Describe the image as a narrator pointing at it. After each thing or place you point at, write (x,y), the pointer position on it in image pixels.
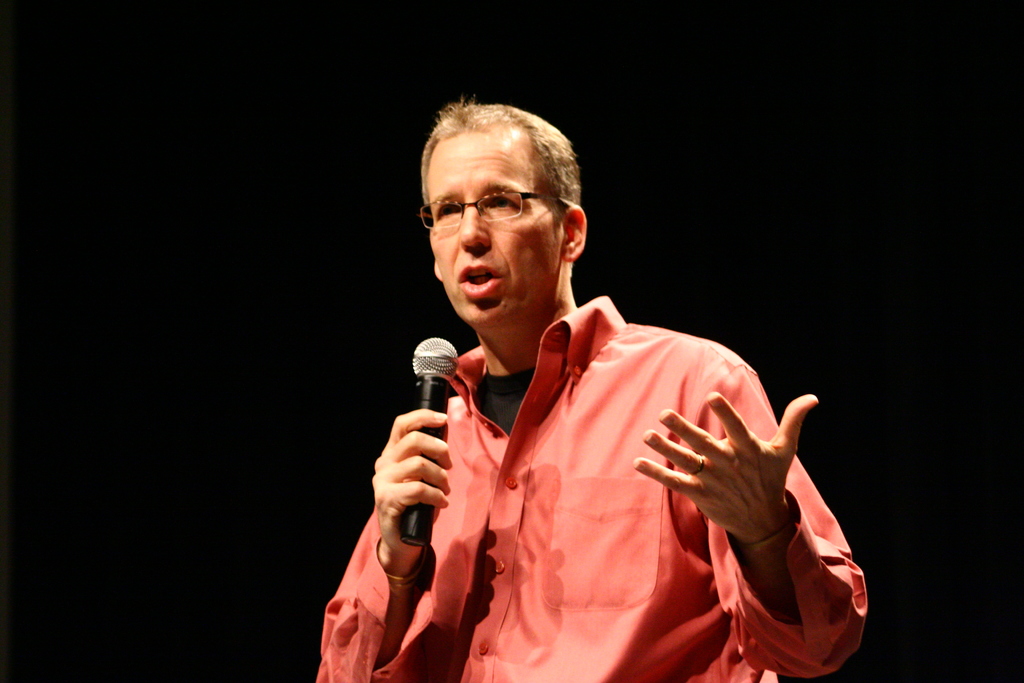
In the center of the image (542,420) we can see a man (557,497) standing and holding a mic (433,381).
